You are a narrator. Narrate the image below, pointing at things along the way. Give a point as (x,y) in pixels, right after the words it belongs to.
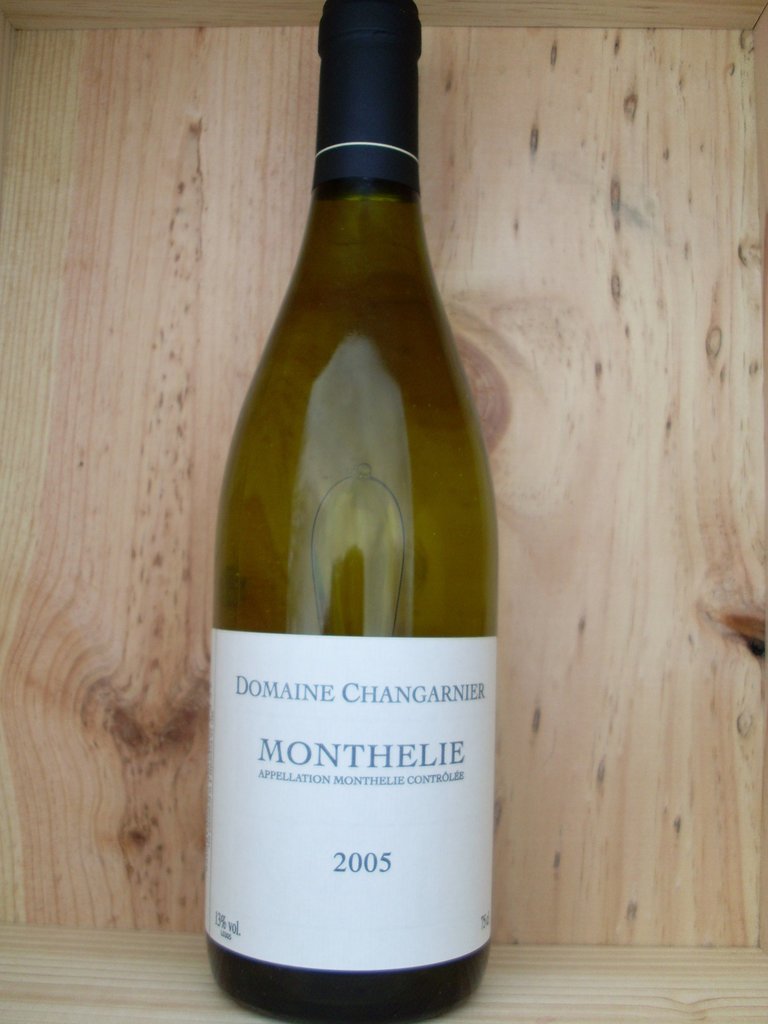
In the image we can see there is a wine bottle (337,588) on which it's written year 2005.
